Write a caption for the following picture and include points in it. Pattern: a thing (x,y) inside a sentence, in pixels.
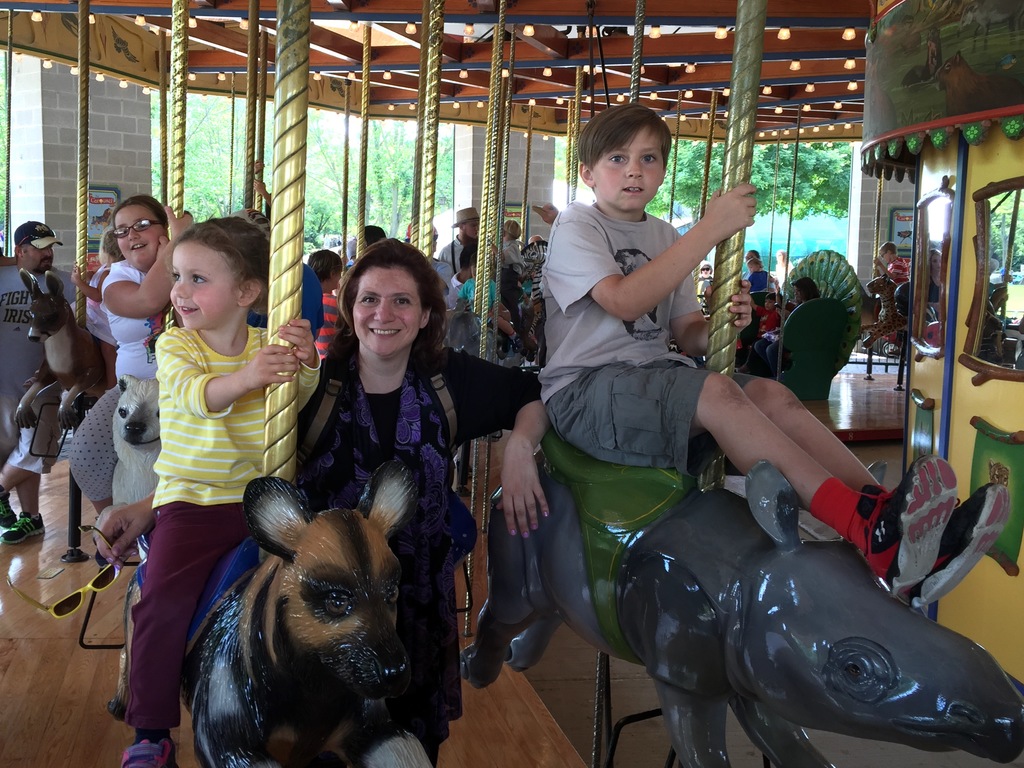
in this picture the big hall (569,659) is there and so many people (448,471) they are sitting on the toys (688,590) and some of the children (515,219) are playing the toys (613,511) behind there is some trees (329,160) are there the background (403,168) is greenery (217,195).
